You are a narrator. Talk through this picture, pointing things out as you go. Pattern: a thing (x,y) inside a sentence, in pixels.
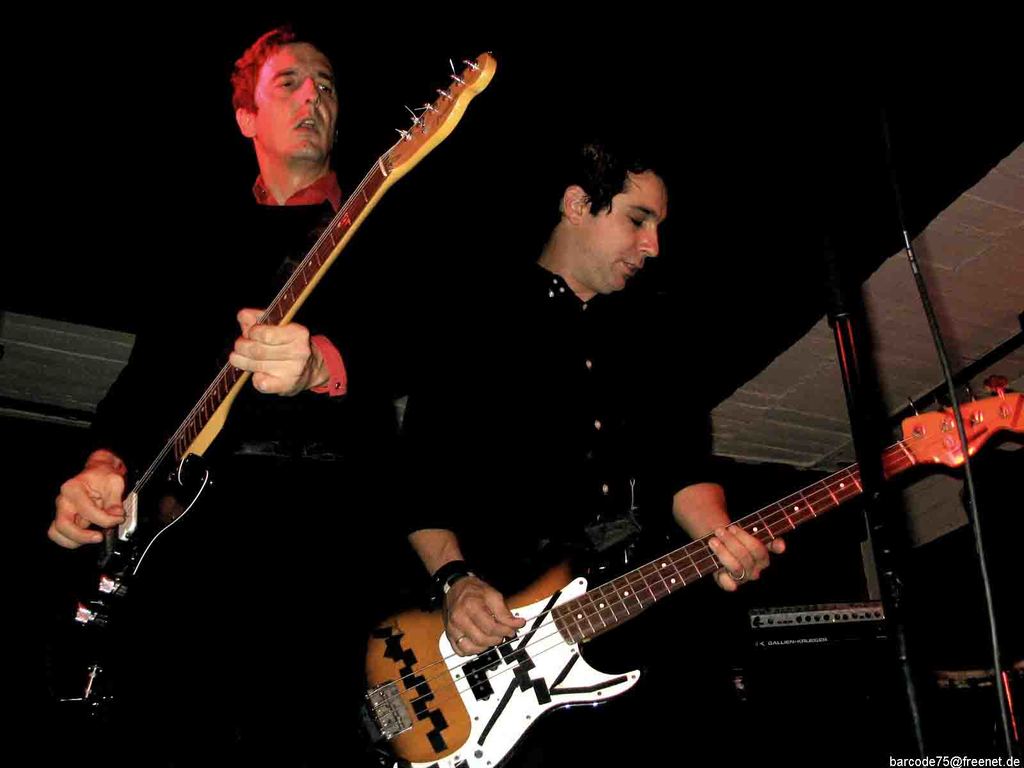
There are two people (347,548) wearing black dresses (421,482) and playing guitar (630,575) in the picture.
